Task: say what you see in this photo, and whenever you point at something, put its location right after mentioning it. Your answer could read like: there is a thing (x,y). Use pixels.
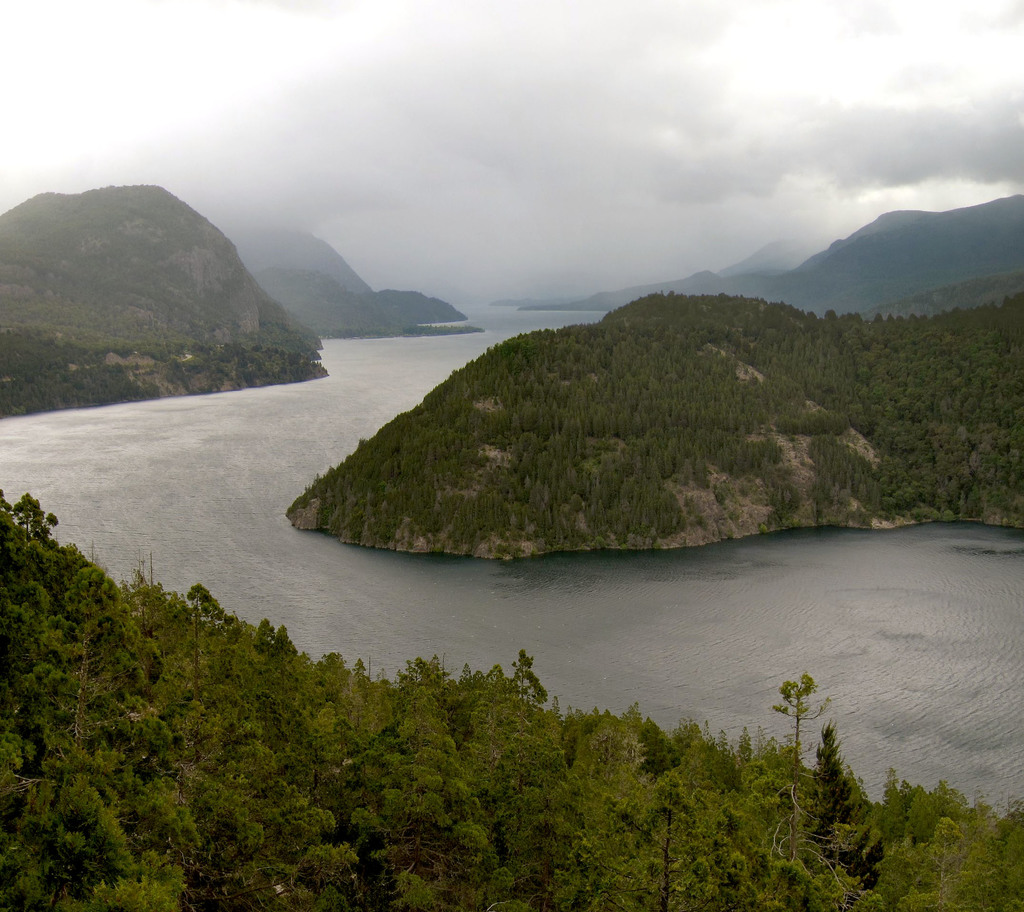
In this picture there are mountains (583,362) and there are trees (1001,332) on the mountains (622,301). In the foreground (487,848) there are trees (246,753). At the top (474,48) there are clouds (520,47). At the bottom (909,638) there is water (888,648).
